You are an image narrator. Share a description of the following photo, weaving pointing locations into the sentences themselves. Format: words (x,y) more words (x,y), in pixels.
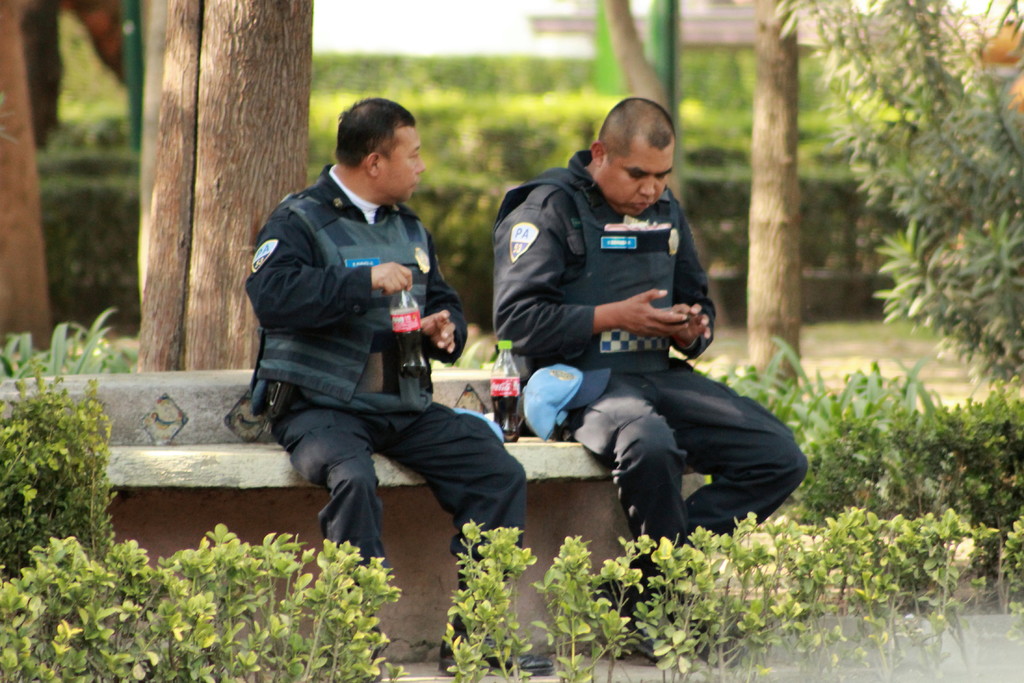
In this image I see 2 men (416,226) who are sitting and I see that both of them are wearing uniforms (387,212) and I see that this man (371,226) is holding a bottle (404,365) in his hand (400,285) and I see another bottle (503,401) over here and I see number of plants (805,386) and I see few trees (264,42) and it is green in the background (427,106).
